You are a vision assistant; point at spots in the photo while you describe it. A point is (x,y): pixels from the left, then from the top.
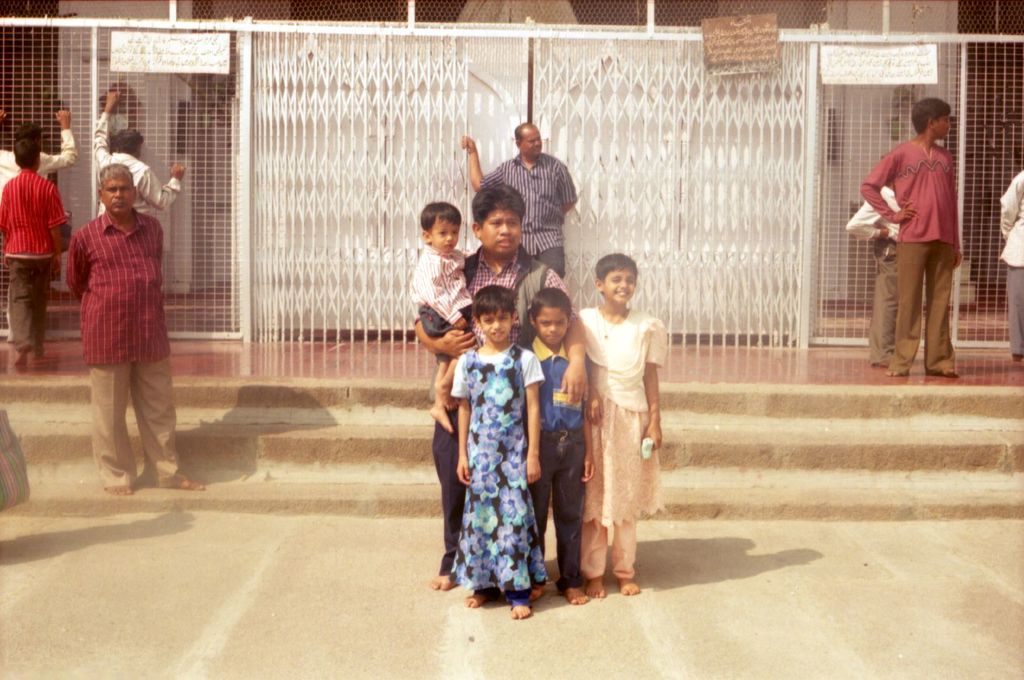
In this picture we can see four people (494,426) standing on the ground (106,563) and at the back of them we can see some people (512,179), steps (825,408), gate (365,168), mesh (832,192), name boards (731,37) and some objects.
